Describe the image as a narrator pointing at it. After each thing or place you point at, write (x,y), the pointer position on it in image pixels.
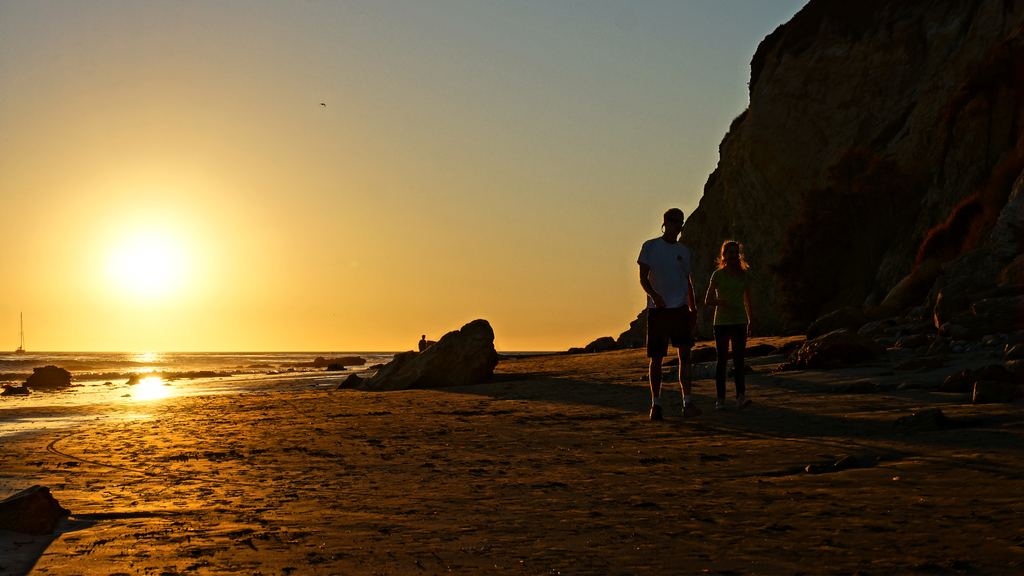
There are two persons (672,329) are walking on the beach area (589,404) as we can see in the middle of this image (572,354). There is a sea (162,367) on the left side of this image (125,373), and there is a mountain (789,309) on the right side of this image (828,249). There is a sky (677,137) at the top of this image (378,139).
